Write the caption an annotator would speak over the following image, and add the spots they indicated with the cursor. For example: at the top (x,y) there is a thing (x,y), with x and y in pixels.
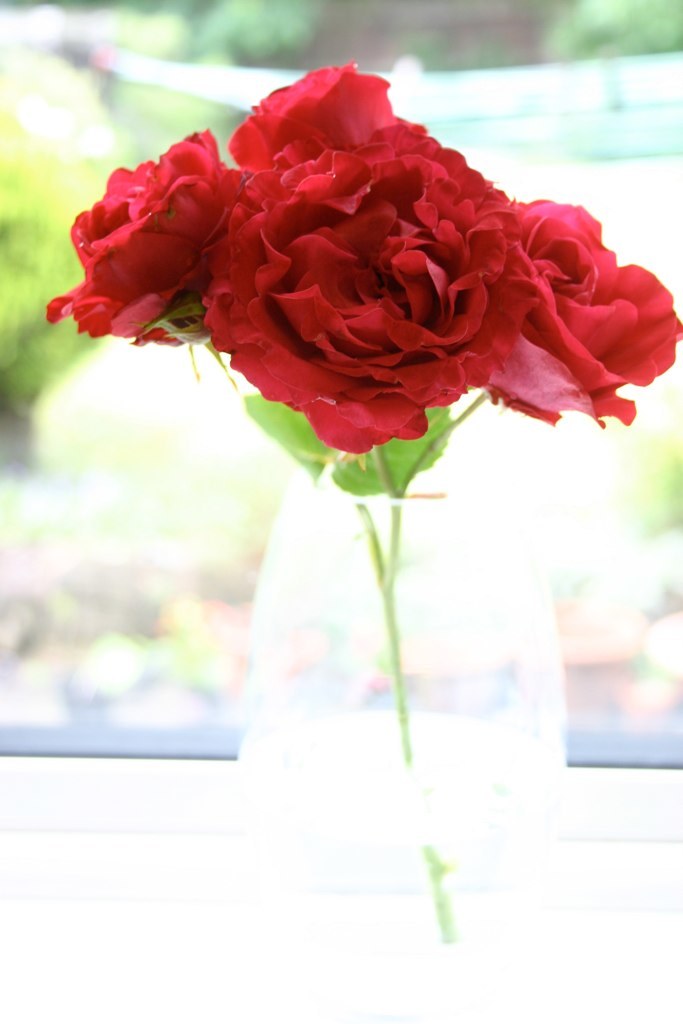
In the middle of the image (315,598) there is a flower vase (430,776) with a few rose flowers (405,338) in it. Those flowers (381,383) are red in color. In this image the background (193,551) is a little blurred. There are a few plants (622,36). At the bottom of the image (144,1001) there is a white surface (631,923).
